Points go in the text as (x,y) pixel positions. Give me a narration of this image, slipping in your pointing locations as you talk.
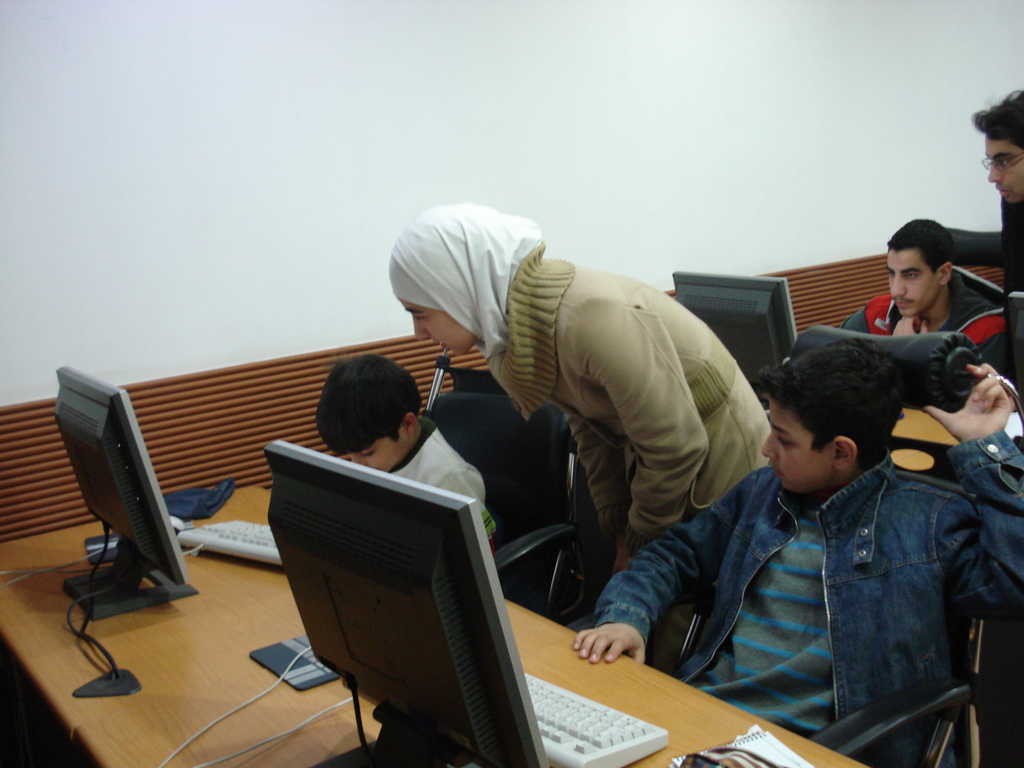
This is a picture taken in a room (139,614). In the foreground of the picture (623,660) there is a desk (148,696), on the desk (615,701) there are desktops (314,636) and books (769,748). In the center (402,383) on the picture there are chairs (497,502), people (459,469) and women (596,368) standing. On the right (1004,179) there are two men (938,281), desk (912,430) and desktop (755,299). At the top (473,105) it is wall (361,176) painted white.
